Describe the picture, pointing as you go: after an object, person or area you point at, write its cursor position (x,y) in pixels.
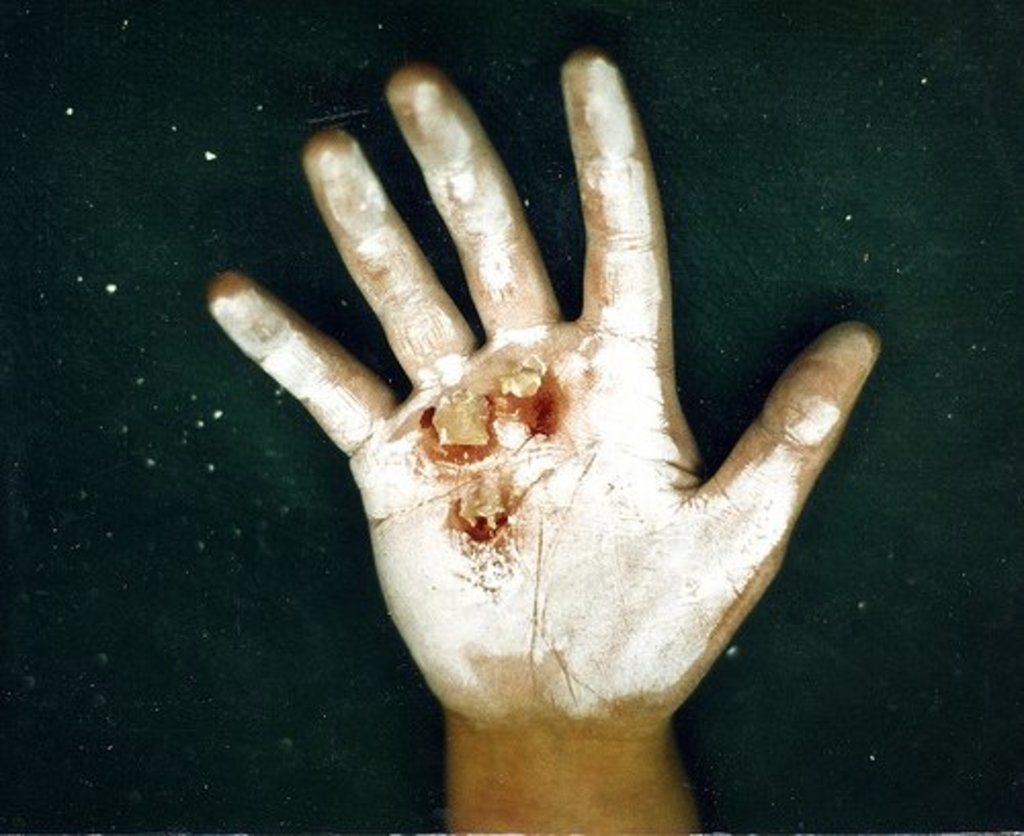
In this image there is a person's hand (667,504) visible. On the hand (695,649), there is some injury (505,485). Background (813,251) is in black color.
